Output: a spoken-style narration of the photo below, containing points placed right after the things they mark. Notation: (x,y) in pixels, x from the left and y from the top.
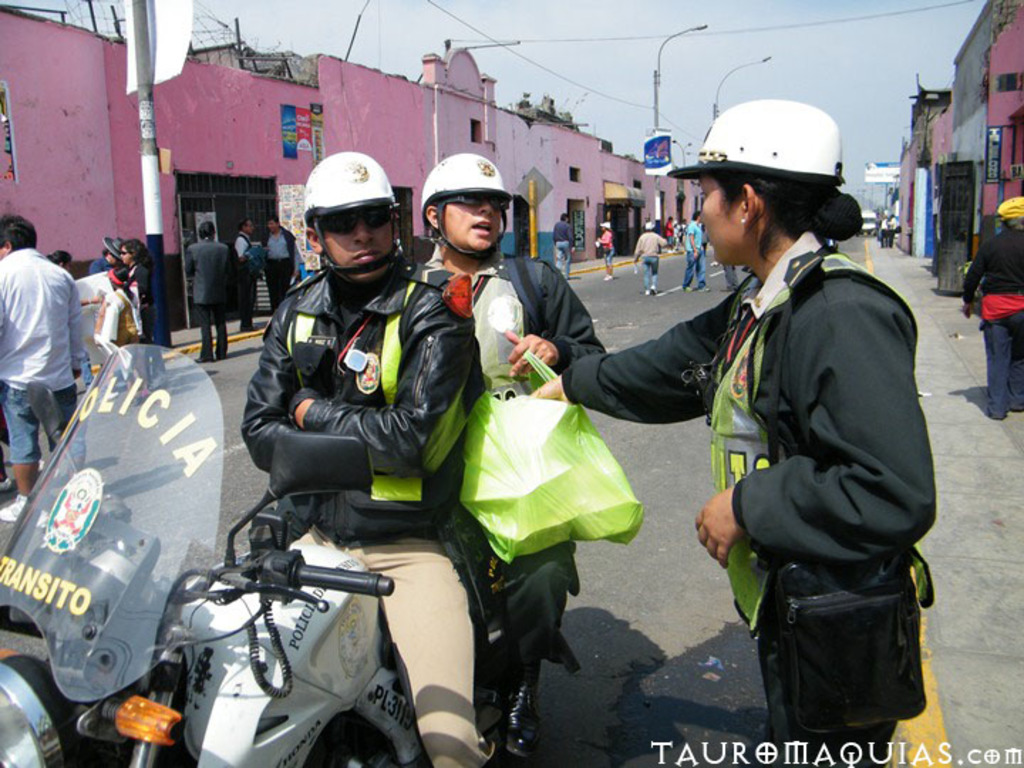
In this picture we can see a vehicle (310,597) two people (421,453) are sitting on the motor bicycle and one person (513,353) is holding a cover (540,410) and another girl (657,372) is standing on the road (605,550) she is also holding the cover (547,413) back side we can see the road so many people (563,214) are roaming on the road (618,331).
